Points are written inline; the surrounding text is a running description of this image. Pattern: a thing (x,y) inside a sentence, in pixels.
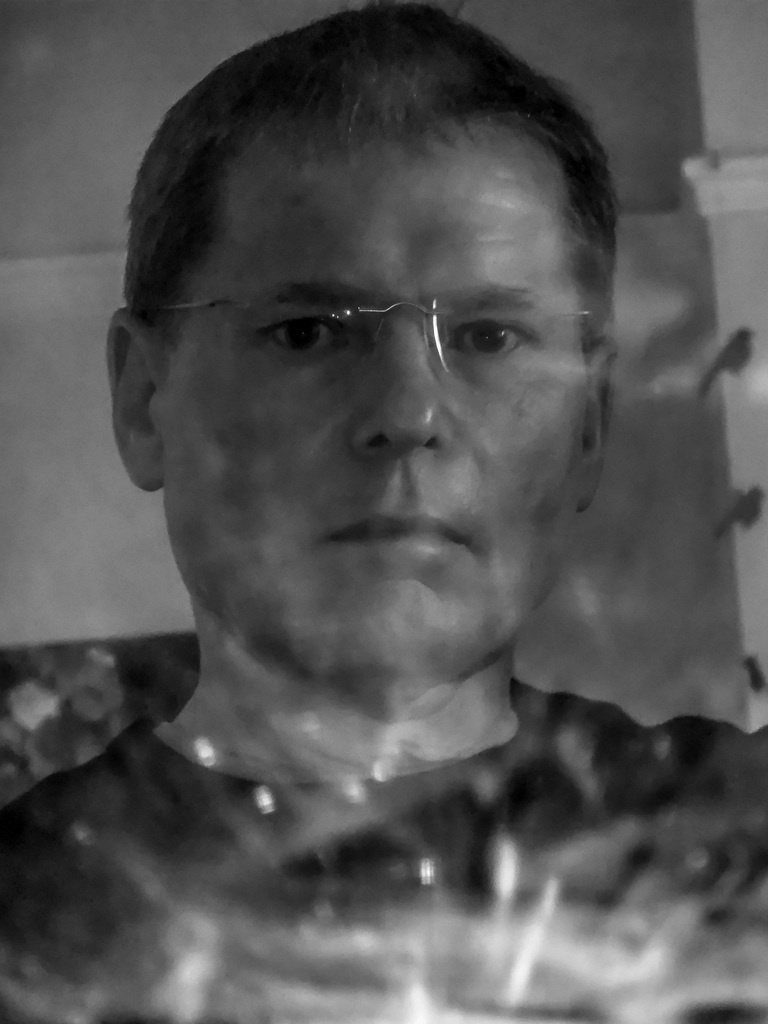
In this image we can see a person (490,758) is who wearing a glasses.
